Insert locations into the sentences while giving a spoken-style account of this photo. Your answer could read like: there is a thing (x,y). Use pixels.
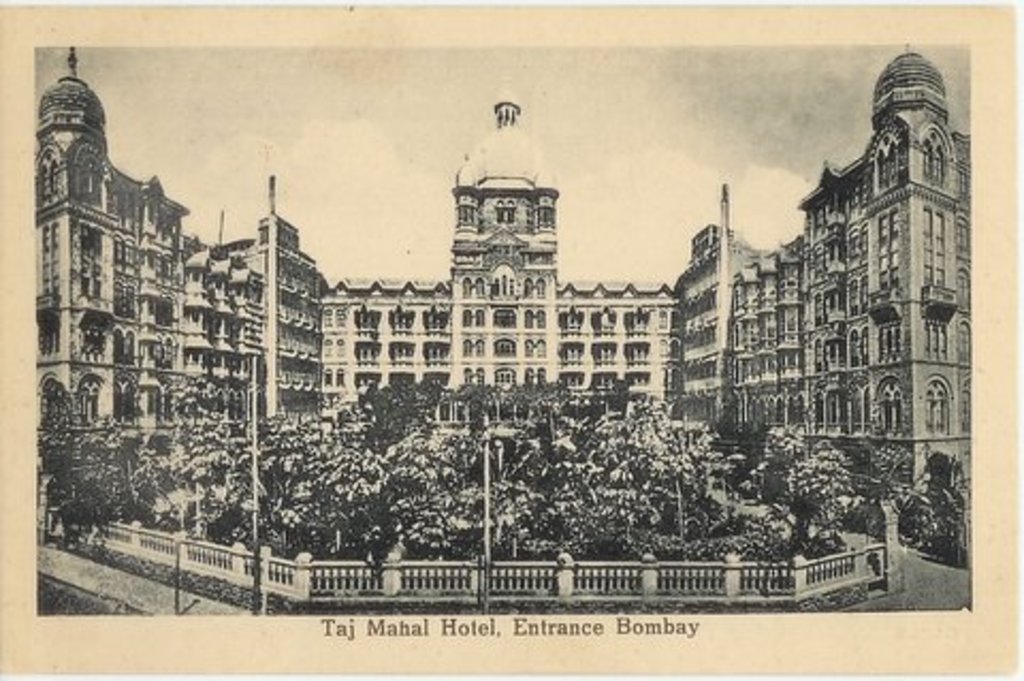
In this picture there is a building (706,333) and there are few trees (547,438) and poles (487,455) in front of it and there is something written below the image.
